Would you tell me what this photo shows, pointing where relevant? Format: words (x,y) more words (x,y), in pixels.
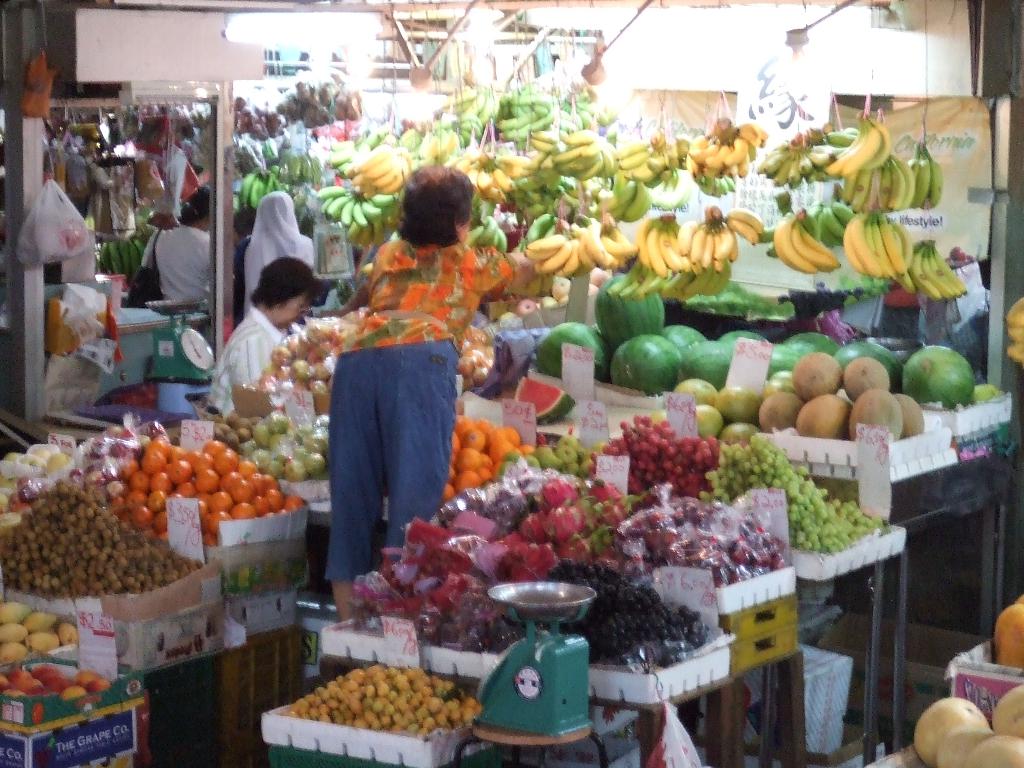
In the picture I can see a person (426,296) standing and there are few fruits (252,476) placed on an object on either sides of her and there are few bananas (611,160) attached to the rope (491,123) in front of her and there are some other fruits (665,334) and persons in the background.
